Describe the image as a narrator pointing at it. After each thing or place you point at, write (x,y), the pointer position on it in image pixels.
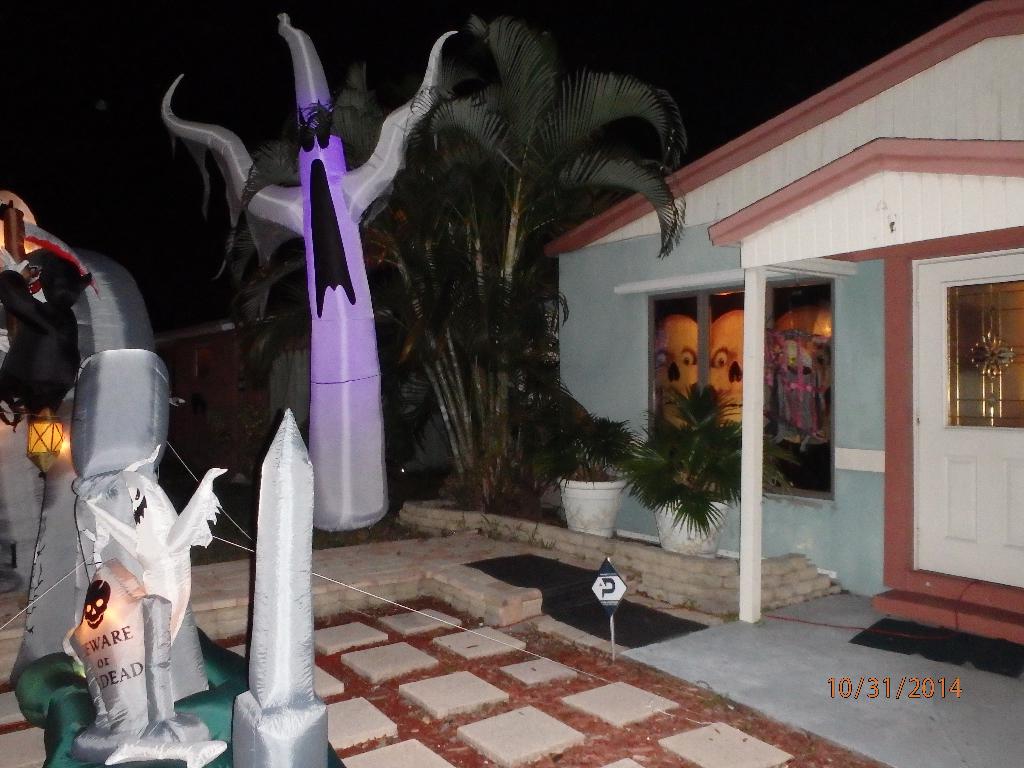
In this picture on the left side (57,260) those look like the air balloons (116,387), in the middle (470,333) there are trees (496,344). On the right side (878,155) I can see a house (925,385), in the bottom right hand side (918,685) there are numbers (841,690).
